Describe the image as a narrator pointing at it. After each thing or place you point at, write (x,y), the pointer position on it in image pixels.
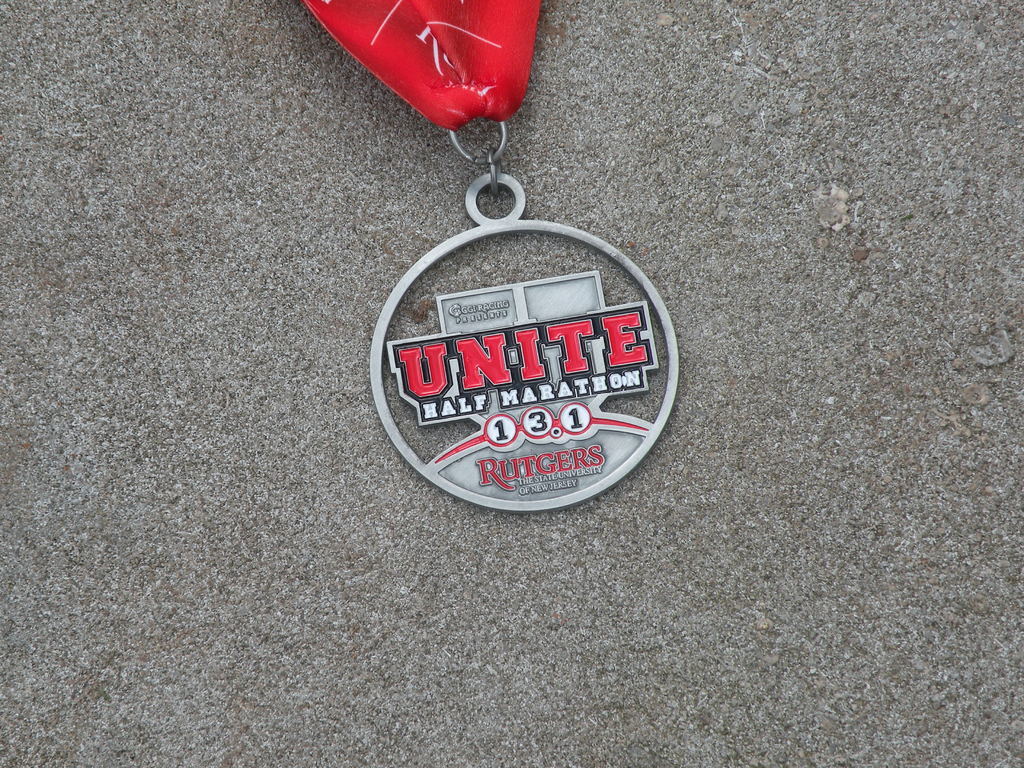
In this image I can see a medal (502,134) on the floor (407,192). Background I can see some object (396,83) in red color.
